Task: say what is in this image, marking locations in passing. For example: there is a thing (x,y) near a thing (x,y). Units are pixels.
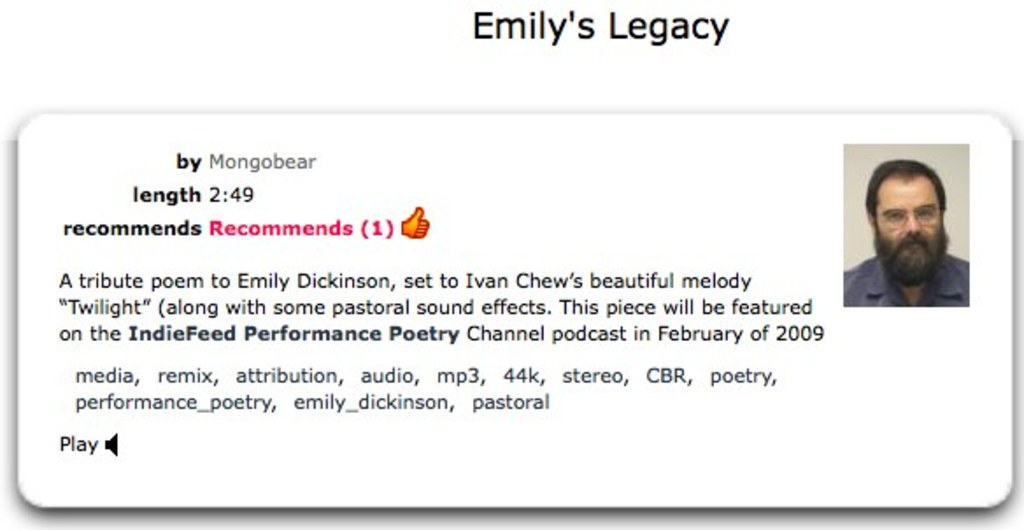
In this image we can see there is a text (488,312) and an image (859,298).
